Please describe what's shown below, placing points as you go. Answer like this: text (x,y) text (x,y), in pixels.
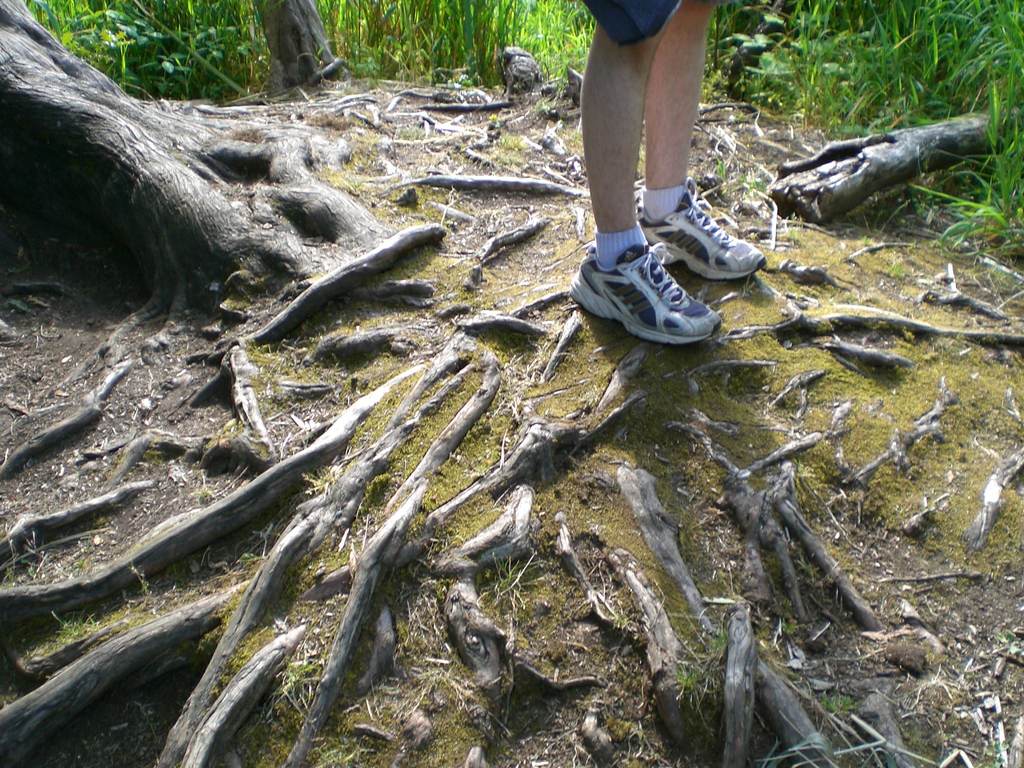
In this image, we can see the legs (684,38) of a person (639,321). We can see the ground (493,509) with some grass (238,8) and roots (504,470). We can also see the trunks (256,223) of trees (273,24). We can also see some broken wood (827,200).
